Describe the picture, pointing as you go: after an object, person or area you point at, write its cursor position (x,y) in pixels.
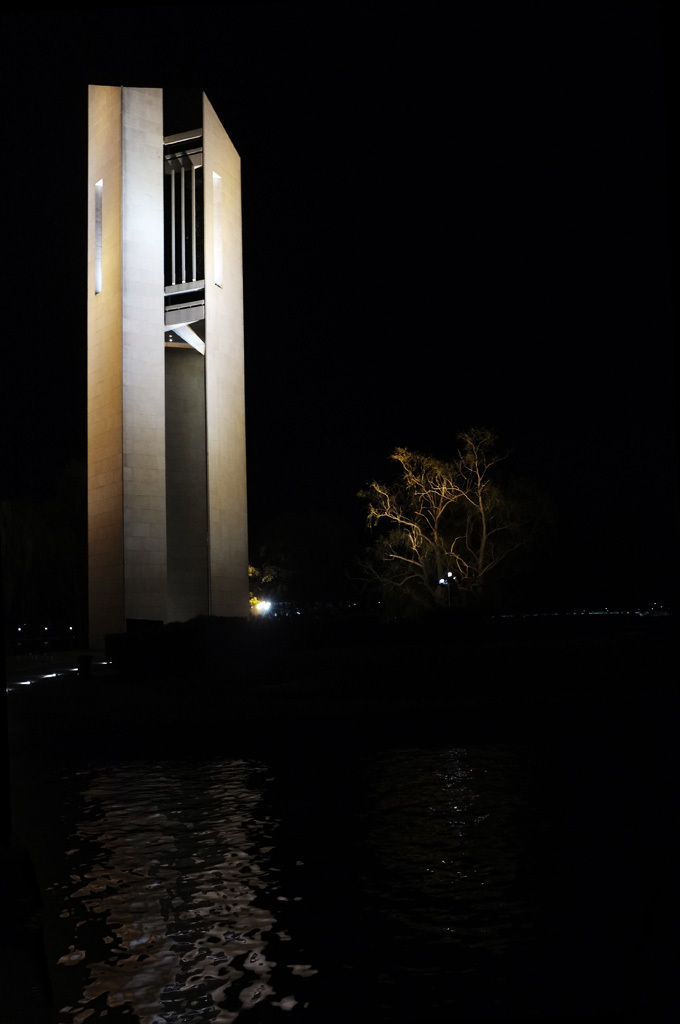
In this image there is a tower (194,496) and we can see trees (383,579) and there are lights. At the bottom (385,834) there is water (443,877).
